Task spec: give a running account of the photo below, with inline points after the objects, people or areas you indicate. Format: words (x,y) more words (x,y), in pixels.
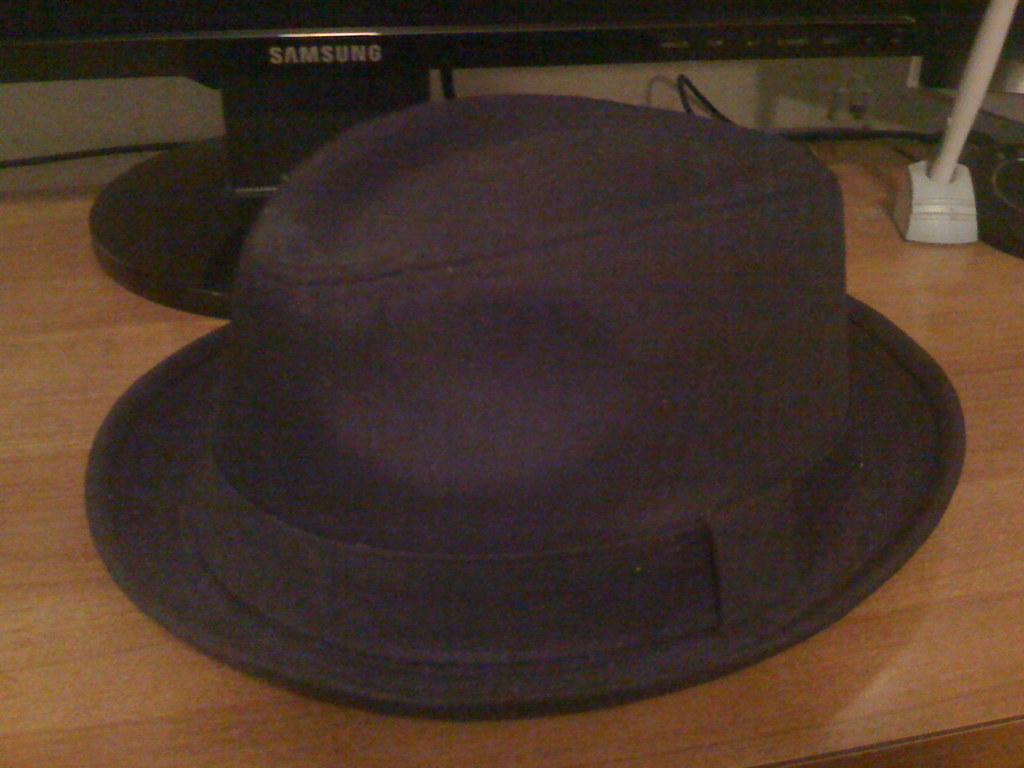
In the picture I can see a hat (499,450) placed on a table (753,682) and there is a Samsung television (274,109) placed beside it.
